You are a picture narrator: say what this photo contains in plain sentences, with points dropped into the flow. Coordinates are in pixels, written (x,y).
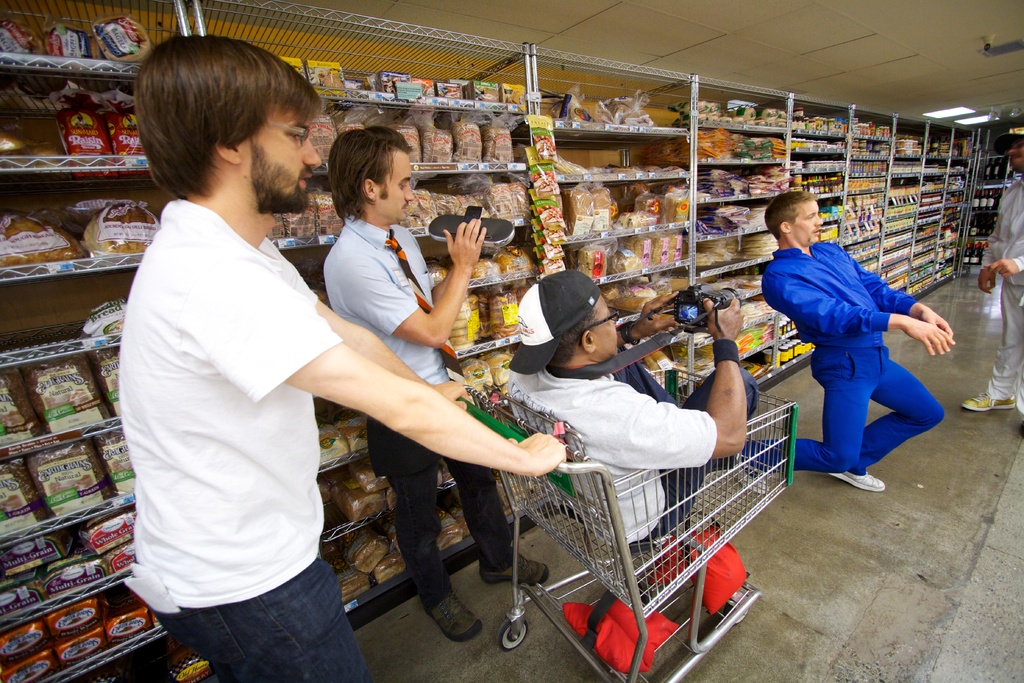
In this picture we can see few people (293,622). There is a man (697,466) sitting inside a cart (729,519) and he is holding a camera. In the background (91,654) we can see racks (973,190), packets (130,117), bottles (976,253), and food items (575,199). Here we can see ceiling (962,115) and lights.
